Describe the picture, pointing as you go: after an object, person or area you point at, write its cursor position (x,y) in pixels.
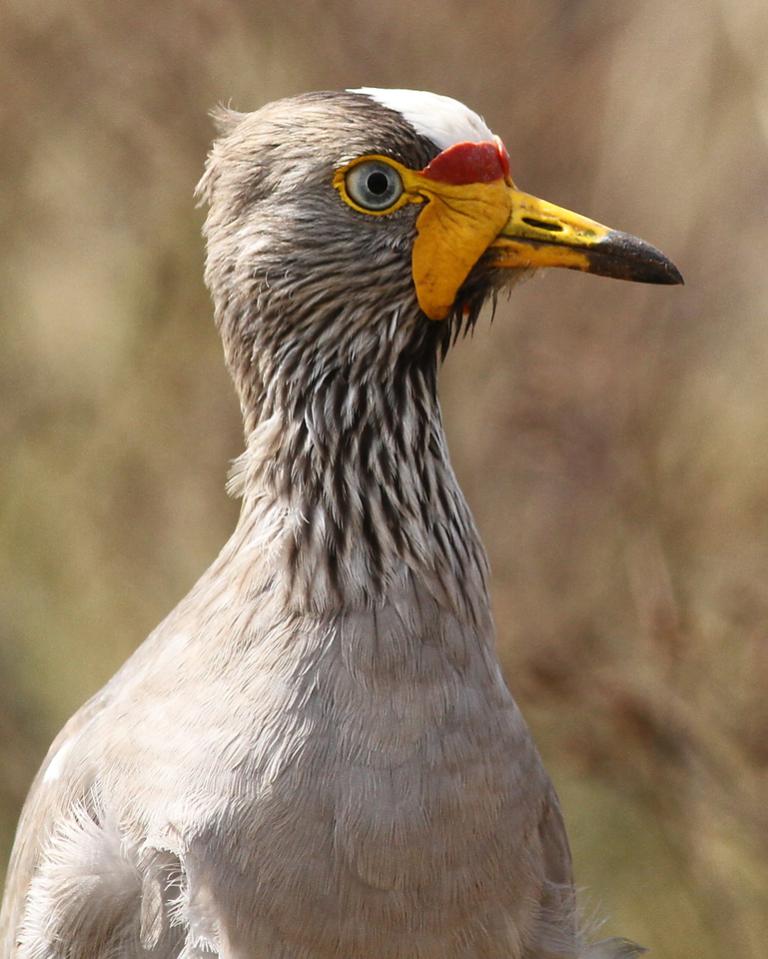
As we can see in the image in the front (327,486) there is a white color bird (278,486) and the background (73,481) is blurred.
